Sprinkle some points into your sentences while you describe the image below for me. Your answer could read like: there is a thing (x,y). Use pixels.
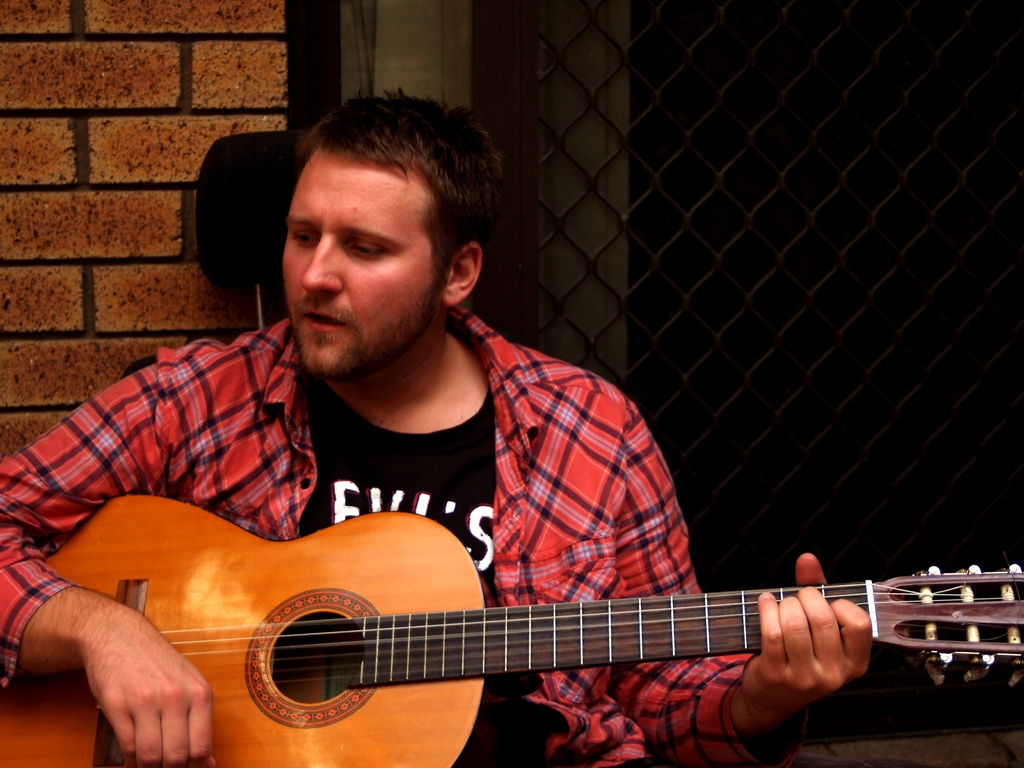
In this picture we can see one person (525,437) is sitting on the chair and he is playing a guitar (385,626) back side we can see the wall (132,84).
